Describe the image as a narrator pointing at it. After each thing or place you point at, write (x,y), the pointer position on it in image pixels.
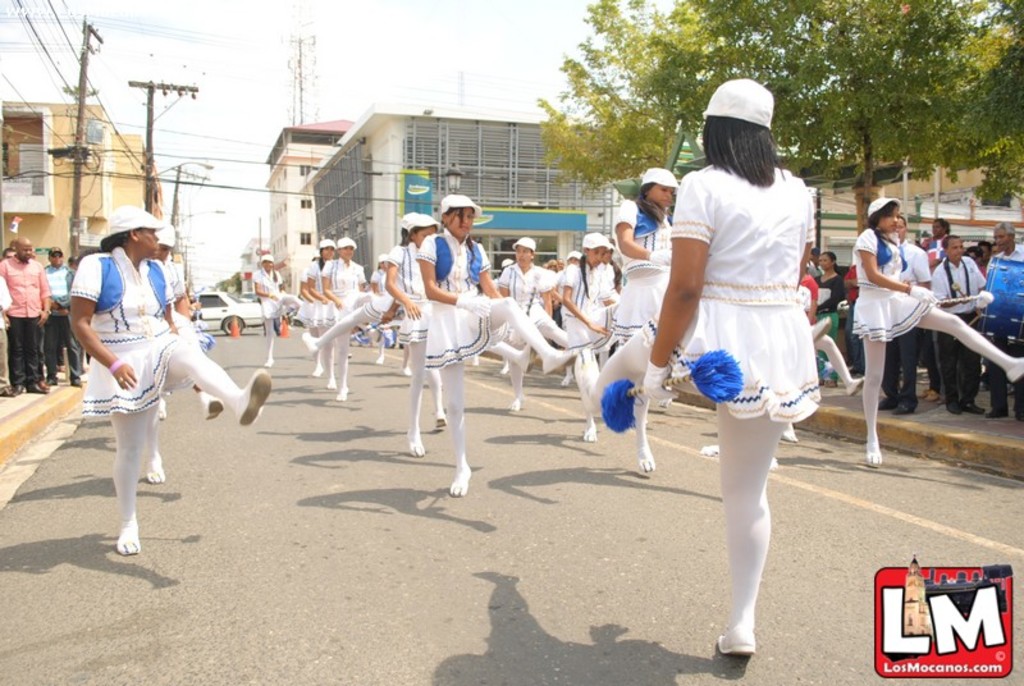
In this picture we can describe about group of girls (400,313) wearing white color dress (448,329) and leggings (450,387) doing exercise on the road (390,456). Behind we can see some small building (281,183) and electric pole (148,83) with cable (98,98).
